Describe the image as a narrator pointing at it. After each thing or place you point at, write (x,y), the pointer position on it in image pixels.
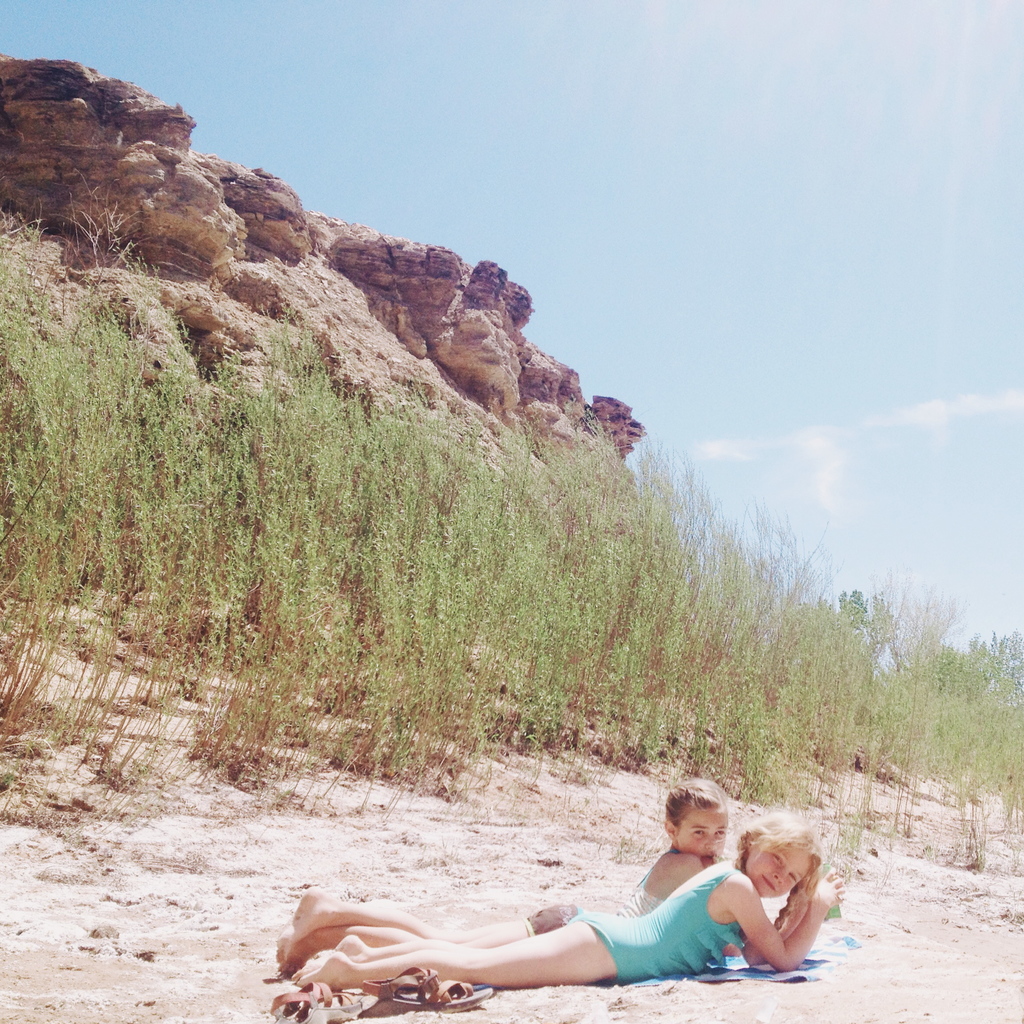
At the bottom of the image (622,968) there are two girls (678,961) lying on the sand (924,966). In the background of the image (362,424) there are rocks (99,103), plants (463,504). At the top of the image (622,125) there is sky (543,114).
